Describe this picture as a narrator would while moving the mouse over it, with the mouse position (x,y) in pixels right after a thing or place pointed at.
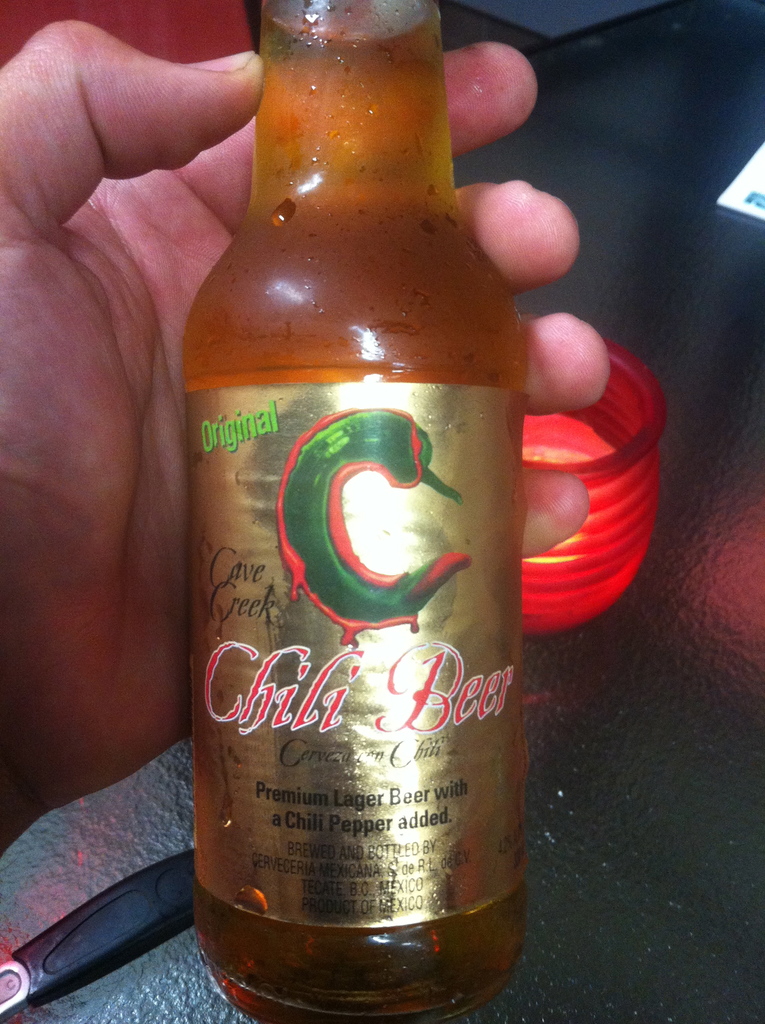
Person (144,233) is holding a bottle (333,386). On this bottle (311,456) there is a sticker (291,633). This is container (618,478).
